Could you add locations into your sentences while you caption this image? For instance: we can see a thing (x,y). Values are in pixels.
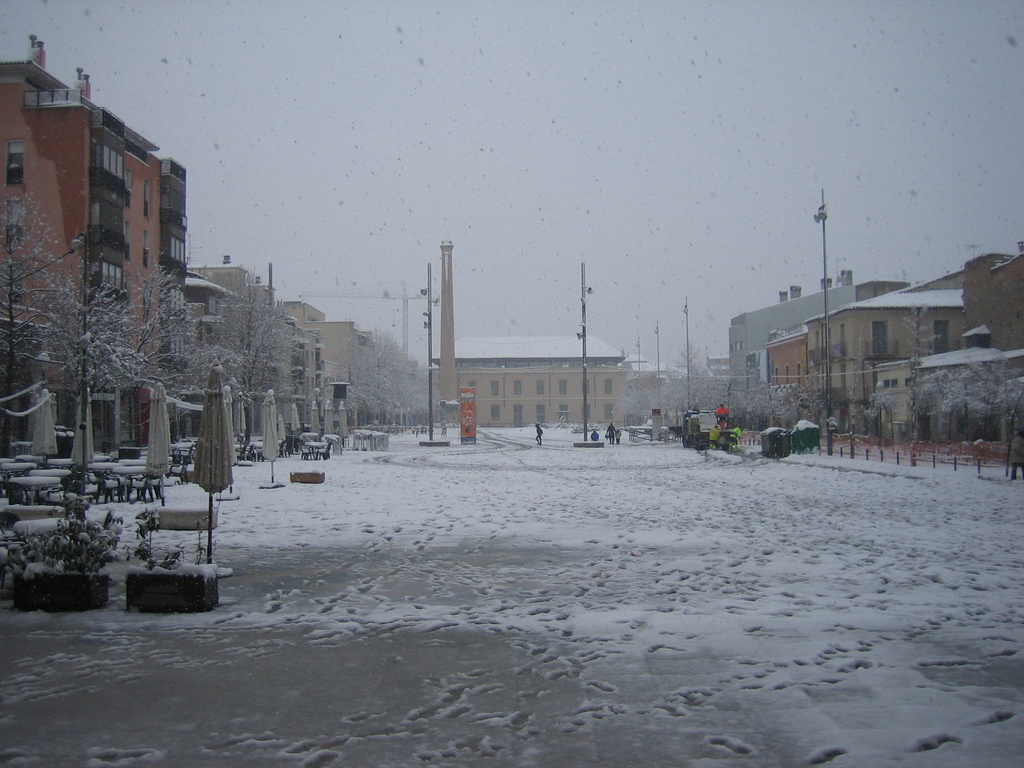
In this picture I can see the path (487,497) in front (526,540) on which there is snow (488,543) and I see number of things (203,478) on the left side of this image (210,513) and I see number of buildings (102,441) and poles (826,383) and I see few people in center of these image and I see the trees (275,383). In the background (191,32) I see the sky (664,204).
